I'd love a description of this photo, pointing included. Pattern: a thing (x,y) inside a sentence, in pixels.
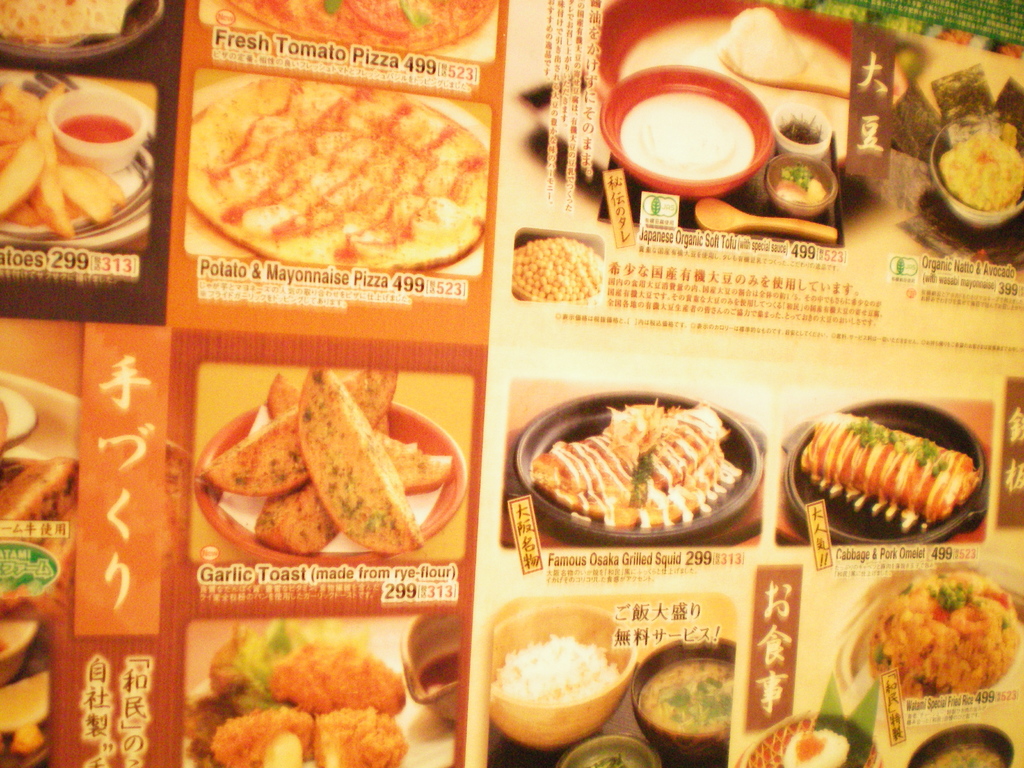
In this image we can see a poster (331,411). In the poster (307,417) we can see the image of the food items (693,481) and the text (269,571).
